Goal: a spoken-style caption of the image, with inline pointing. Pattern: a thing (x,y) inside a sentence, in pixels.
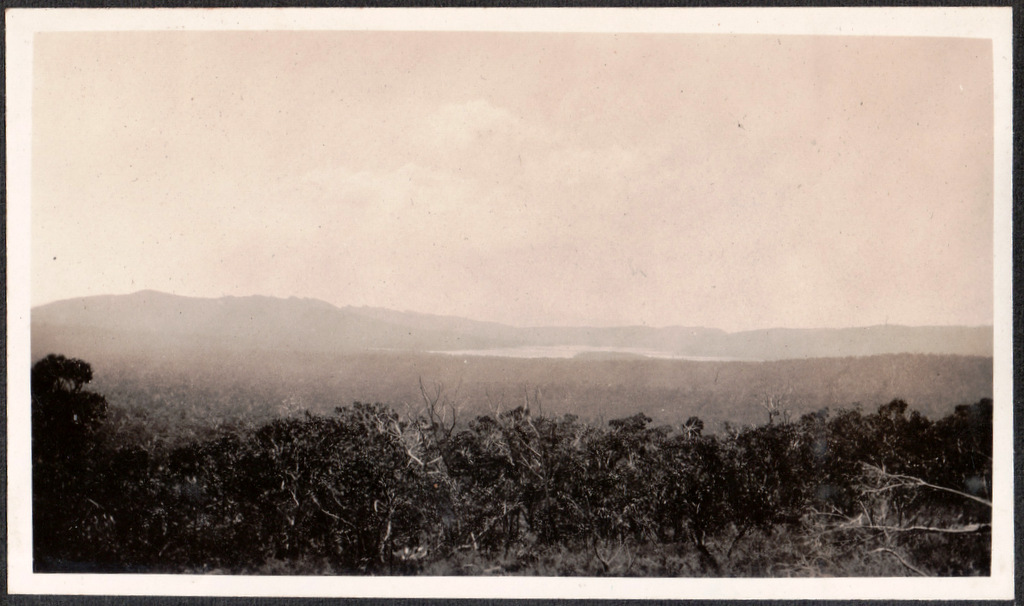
This picture is consists of a photograph, in which there are trees (555,435) at the bottom side of the image (669,433) and there is sky (540,158) at the top side of the image (438,116).
